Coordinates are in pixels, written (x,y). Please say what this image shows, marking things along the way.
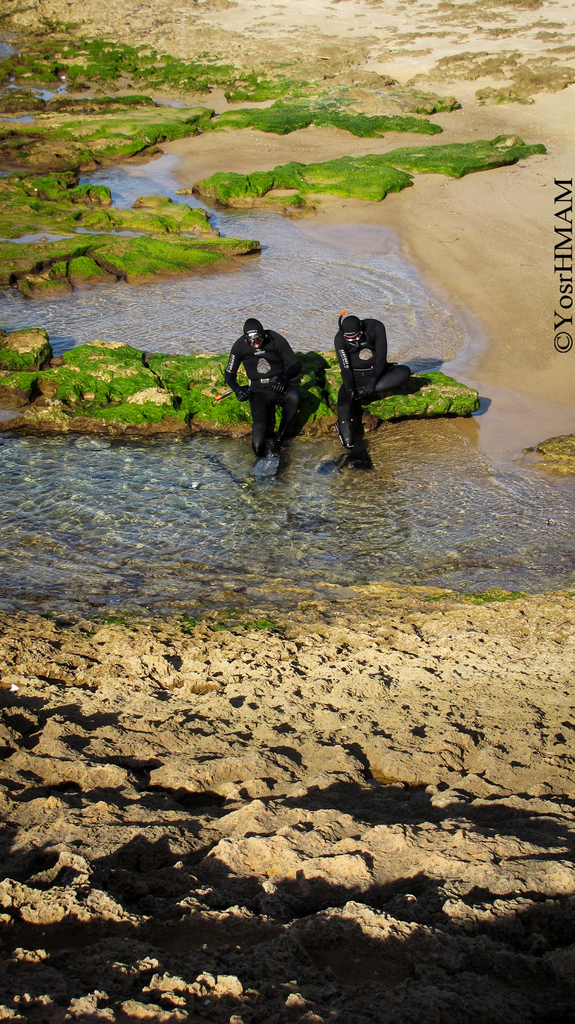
In this picture there are two people (344,338) sitting and we can see water (168,599), sand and algae (215,420). On the right side of the image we can see text (567,200).
